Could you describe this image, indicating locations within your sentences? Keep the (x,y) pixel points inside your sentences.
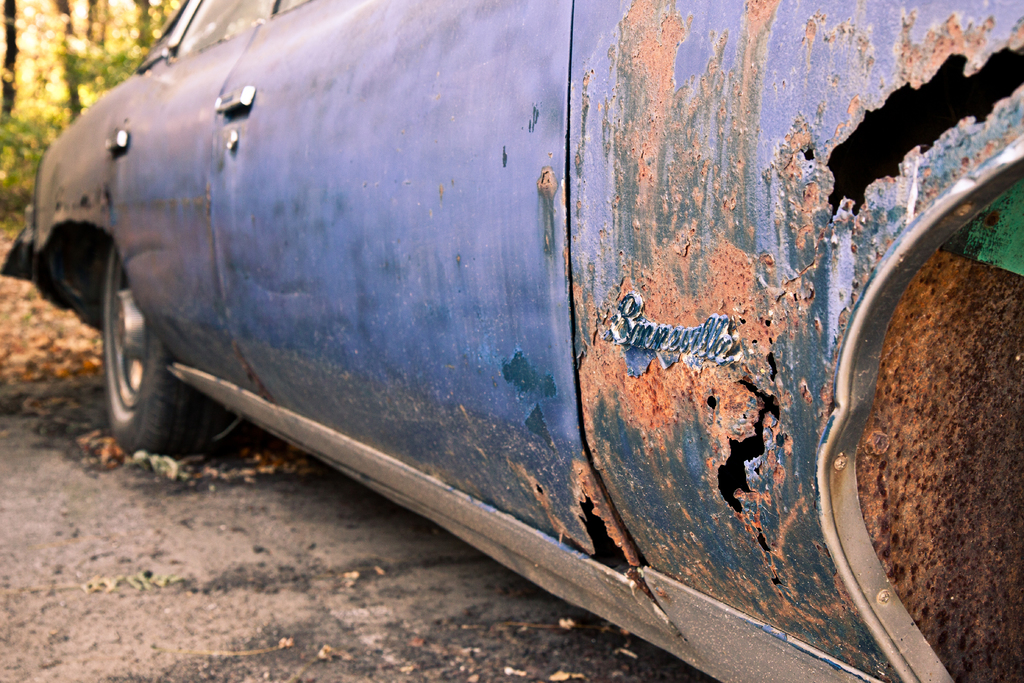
In this image we can see an old car (378,389) on the road (301,608). In the background (59,88) there are trees (96,90).
